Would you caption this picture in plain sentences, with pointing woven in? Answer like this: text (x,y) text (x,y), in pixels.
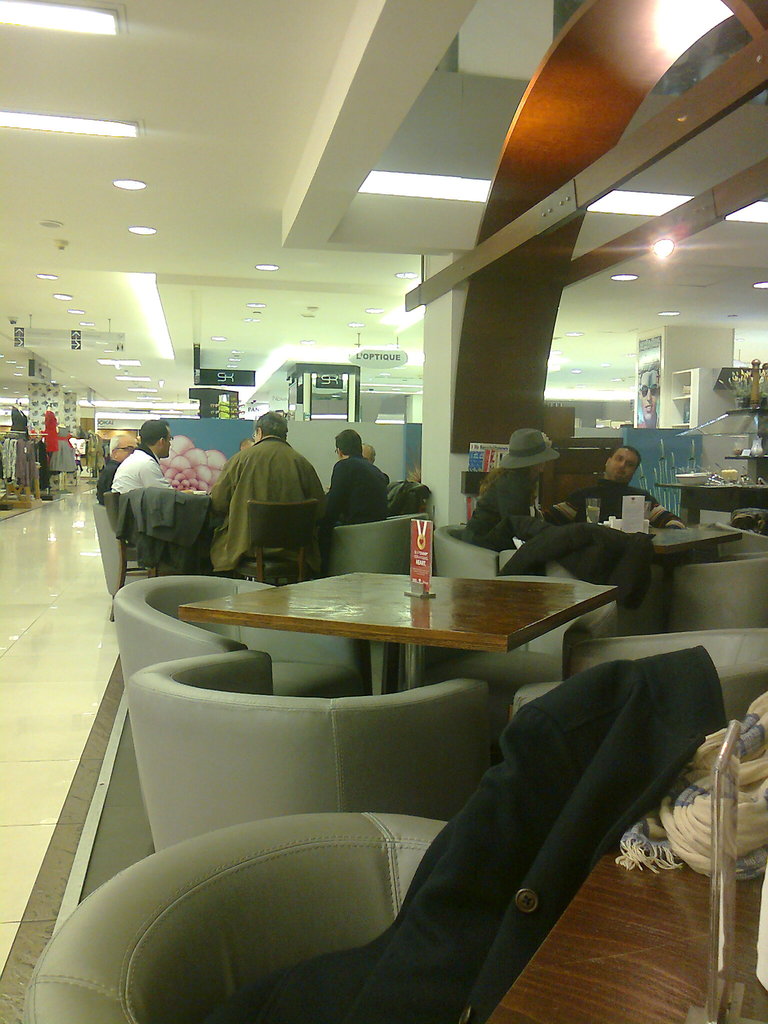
The photo is clicked inside a mall (345,636). People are sitting on the chairs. There are some clothes (564,760) on the table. On the left (47,471) we can see some stores (60,445). On the ceiling (159,178) there are lights (81,405).
